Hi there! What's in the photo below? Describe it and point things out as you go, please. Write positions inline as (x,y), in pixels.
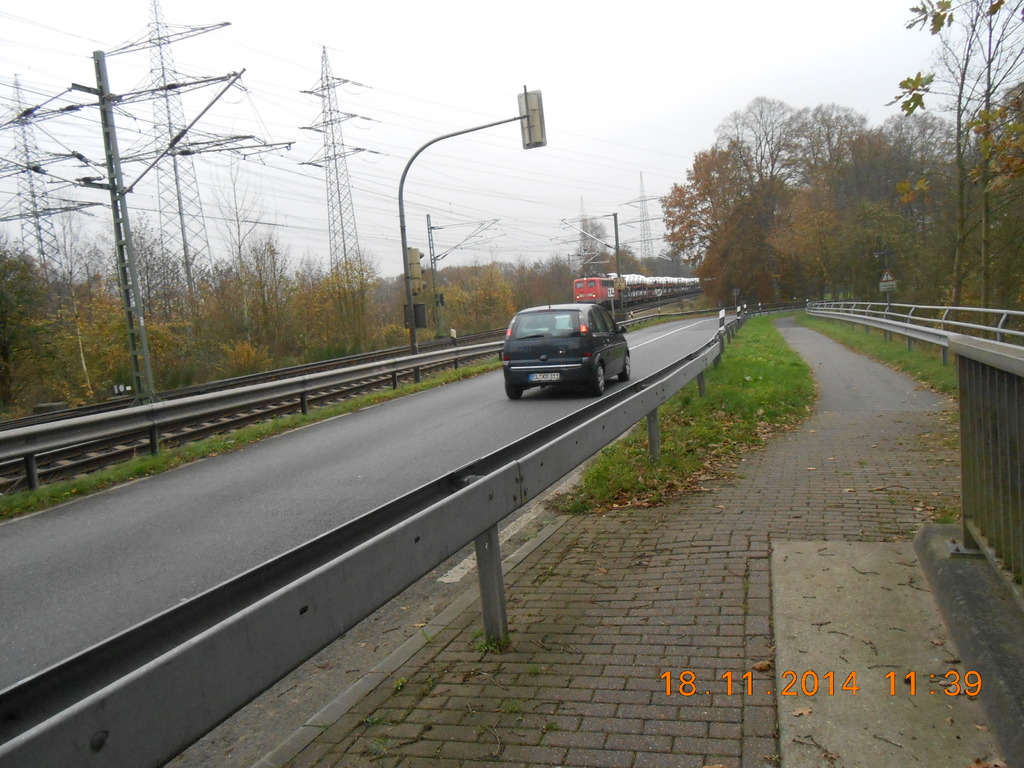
In this image there is a black car (544,365) on the road (390,405). There are railing (364,518) on either side of the road (305,449). On the left side (323,145) there are electric poles (182,244) with the wires (297,171). On the right side (804,204) there are trees (845,206). In the middle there is a signal pole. Beside the road (352,429) there is a train (600,286) on the railway track (99,448).
